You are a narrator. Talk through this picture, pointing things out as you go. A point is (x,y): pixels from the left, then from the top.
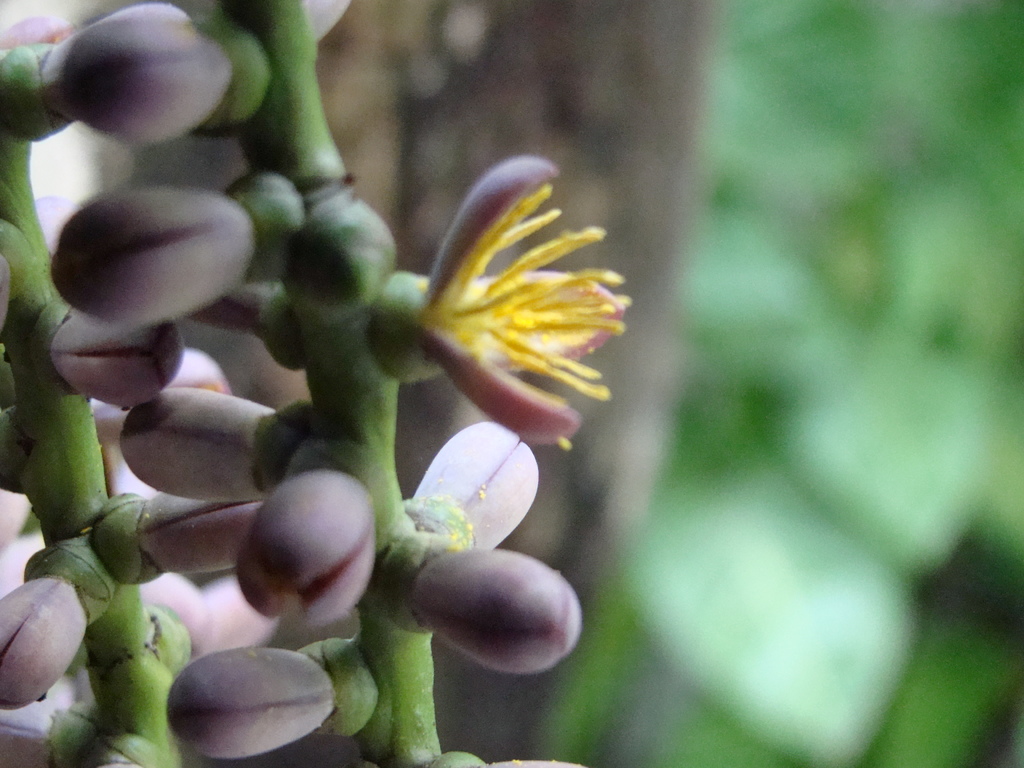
In this image we can see a plant (94,489) to which some pink color flowers (182,525) are grown and the background (784,462) is blurry.
